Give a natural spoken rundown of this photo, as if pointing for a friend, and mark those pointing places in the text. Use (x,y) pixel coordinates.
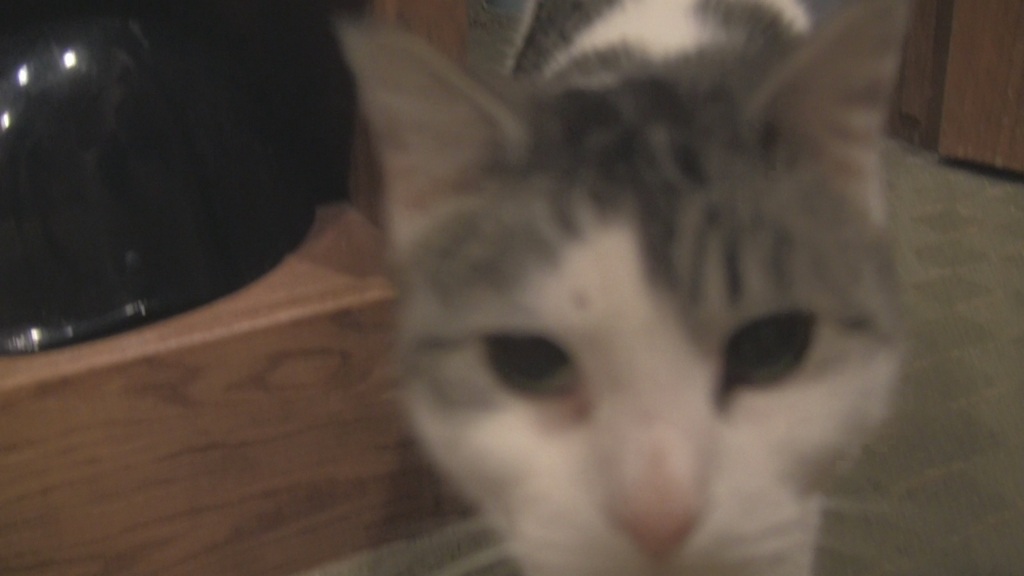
In this image we can see a cat (560,336) on the floor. On the top left corner (332,81) there is a black colored object (116,198).
